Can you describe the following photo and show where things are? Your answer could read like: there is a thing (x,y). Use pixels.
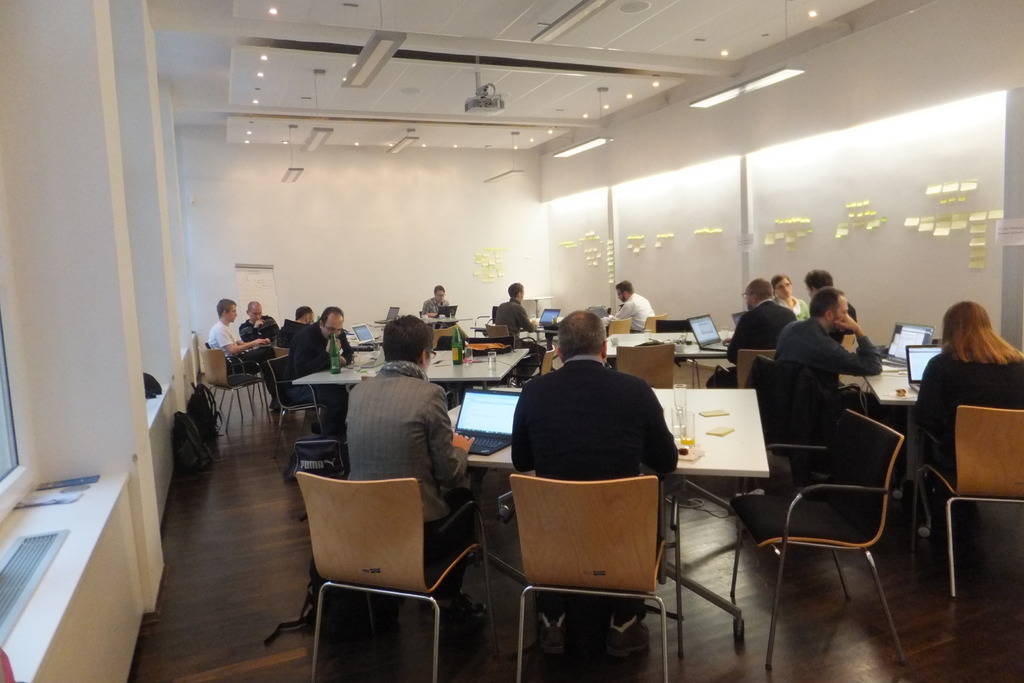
This image is clicked in a room (197,109). There are lights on the top (774,86) and there are small papers (968,228) pasted on the wall (710,268). There are so many tables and chairs (629,492). People (587,381) are sitting on chairs (569,509) near the tables (727,421). On the tables (703,423) there are glasses (686,420), laptops (479,415), bottles (459,358). There are windows (9,449) on the left side (8,481).
